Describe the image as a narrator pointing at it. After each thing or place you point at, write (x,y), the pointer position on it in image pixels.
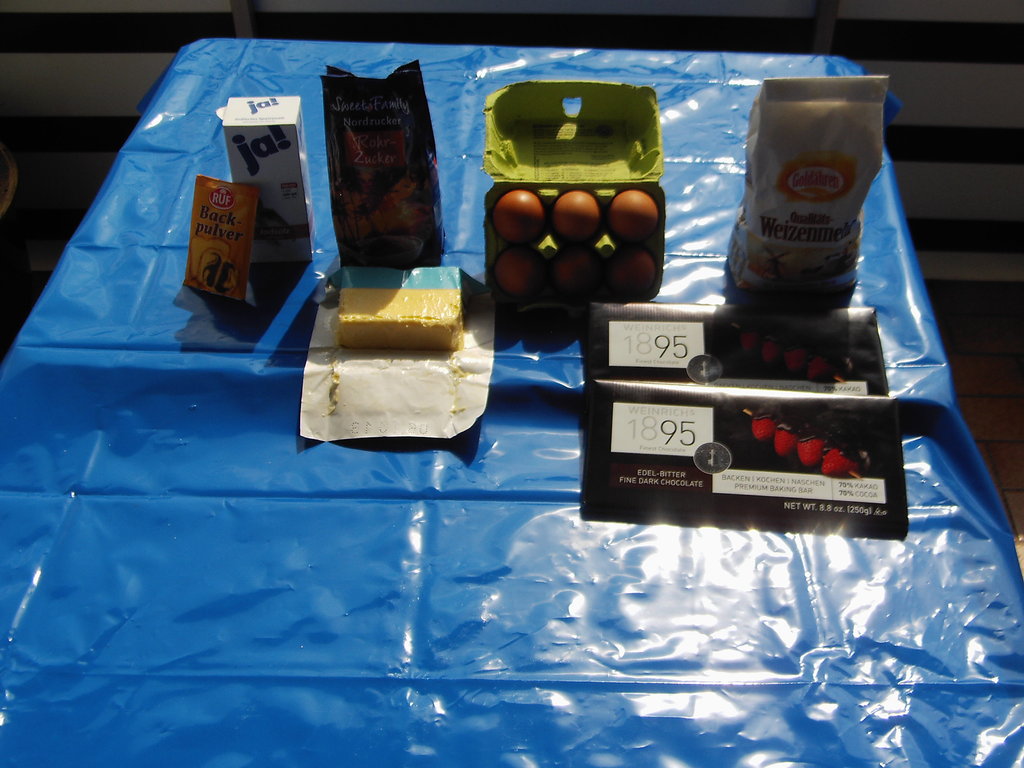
In this picture I can observe eggs (527,225) and some food packets (613,357) placed on the table (148,305). There is a blue color cover (197,363) on the table (182,251).
